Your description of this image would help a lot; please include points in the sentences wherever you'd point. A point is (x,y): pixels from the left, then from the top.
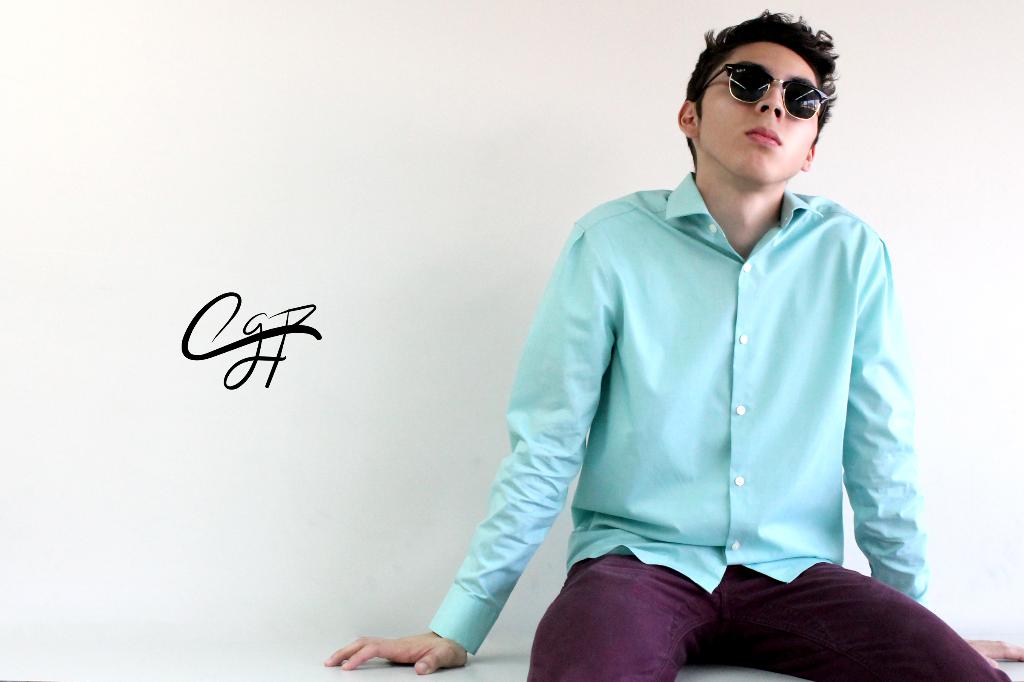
In this picture I can see a man (773,159) with glasses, is sitting, and in the background (212,395) there is a wall (296,396) and a watermark (233,354) on the image.
